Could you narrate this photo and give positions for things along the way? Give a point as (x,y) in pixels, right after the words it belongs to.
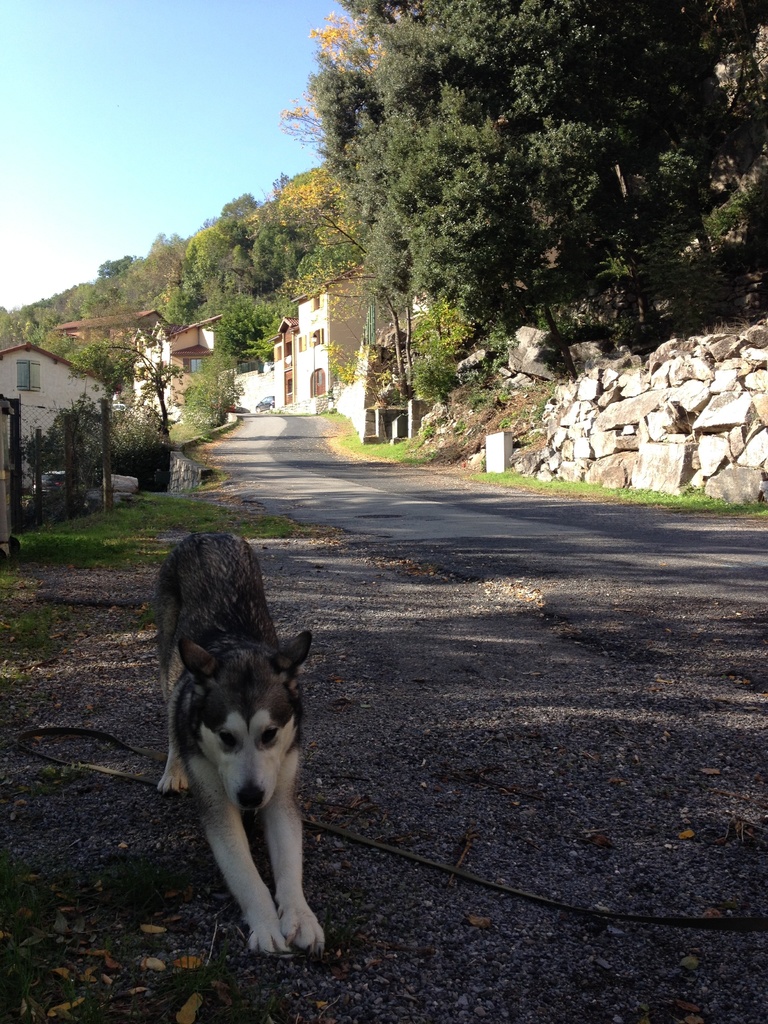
In this picture I can see there is a dog (211,794) and there are buildings (296,378) and rocks (687,386) and a road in the backdrop (62,391) and trees (124,391) and the sky (141,197) is clear.
